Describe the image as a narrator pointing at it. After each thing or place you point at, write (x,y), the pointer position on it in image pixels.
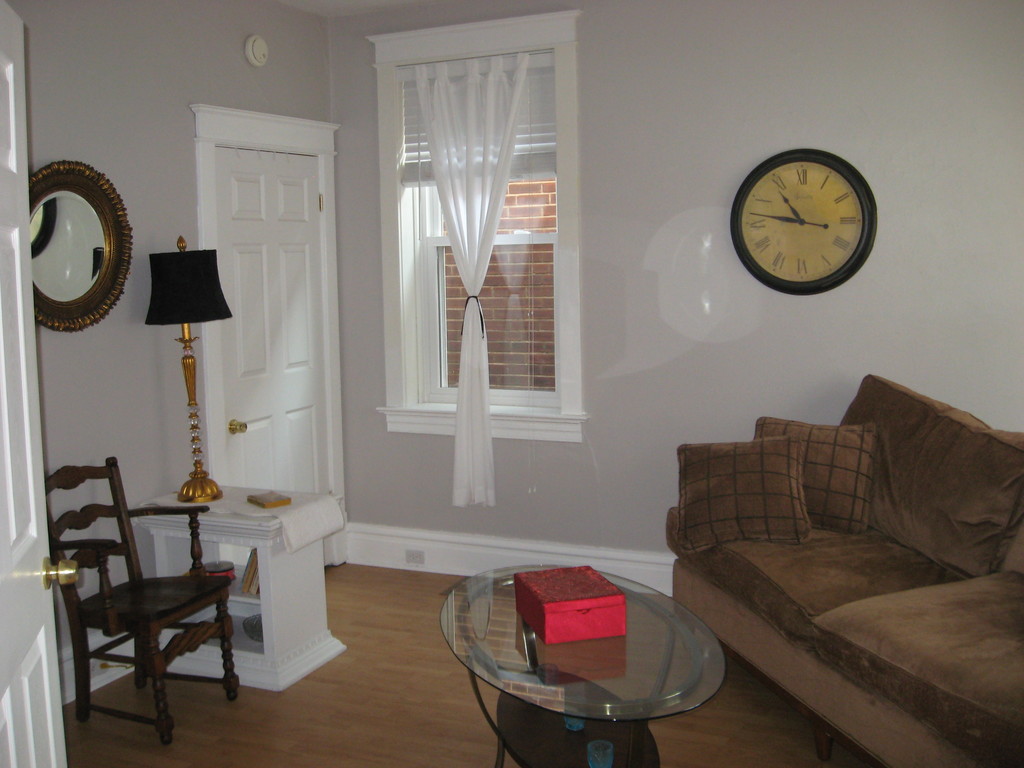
In this picture there is a white color door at the left side (194,373) a desk (222,503) and a lamp (196,260), there is a window (555,63) at the center of the image (420,346) with curtains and there is a sofa (1011,626) which is brown in color at the right side of the image (706,600), a clock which is placed on the wall (724,158) and a table (614,717) at the center of the image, a chair (231,699) which is placed near the desk (252,667) at the left side of the image (226,657).
